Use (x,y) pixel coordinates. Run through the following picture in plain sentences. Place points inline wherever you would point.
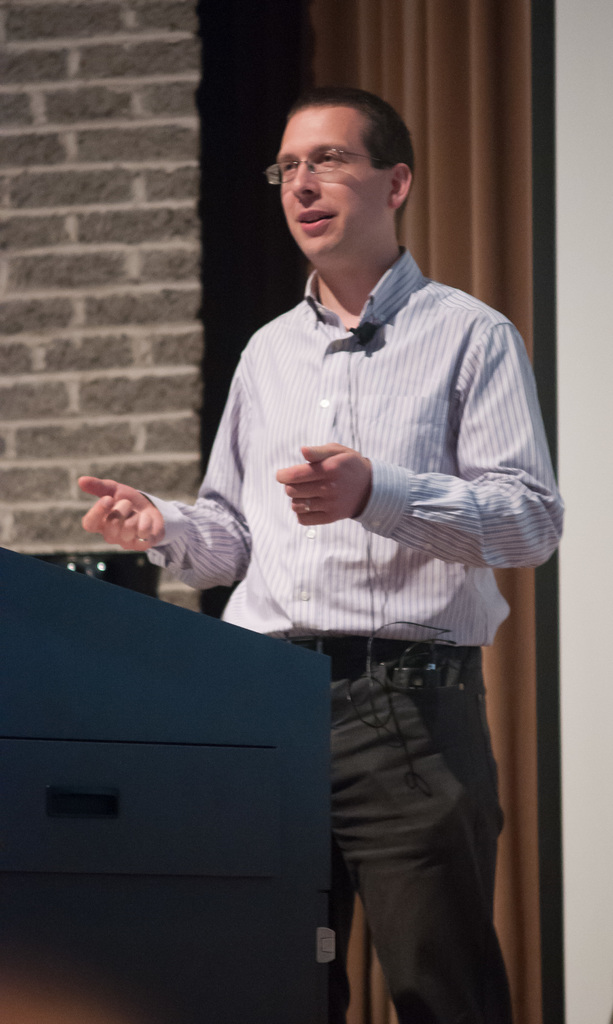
In this picture we can see a man (316,503) is standing and he is explaining something. In front of the man (326,549), it looks like a podium (201,715). Behind the man (384,388), there is a curtain (474,220) and the wall (136,274).
